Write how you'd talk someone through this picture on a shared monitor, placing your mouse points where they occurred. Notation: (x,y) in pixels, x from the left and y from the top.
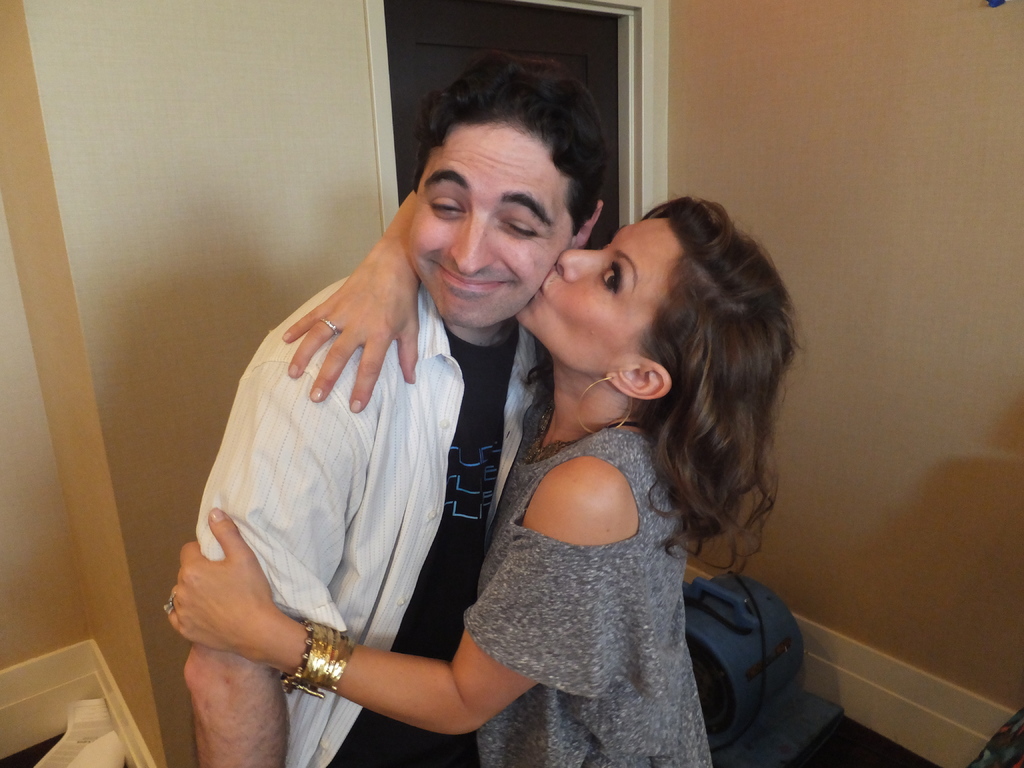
In this image there is a woman (555,524) who is kissing the man (401,395) who is beside her. In the background (285,133) there is a wall (291,124). At the bottom (756,669) there is a motor (720,660).
